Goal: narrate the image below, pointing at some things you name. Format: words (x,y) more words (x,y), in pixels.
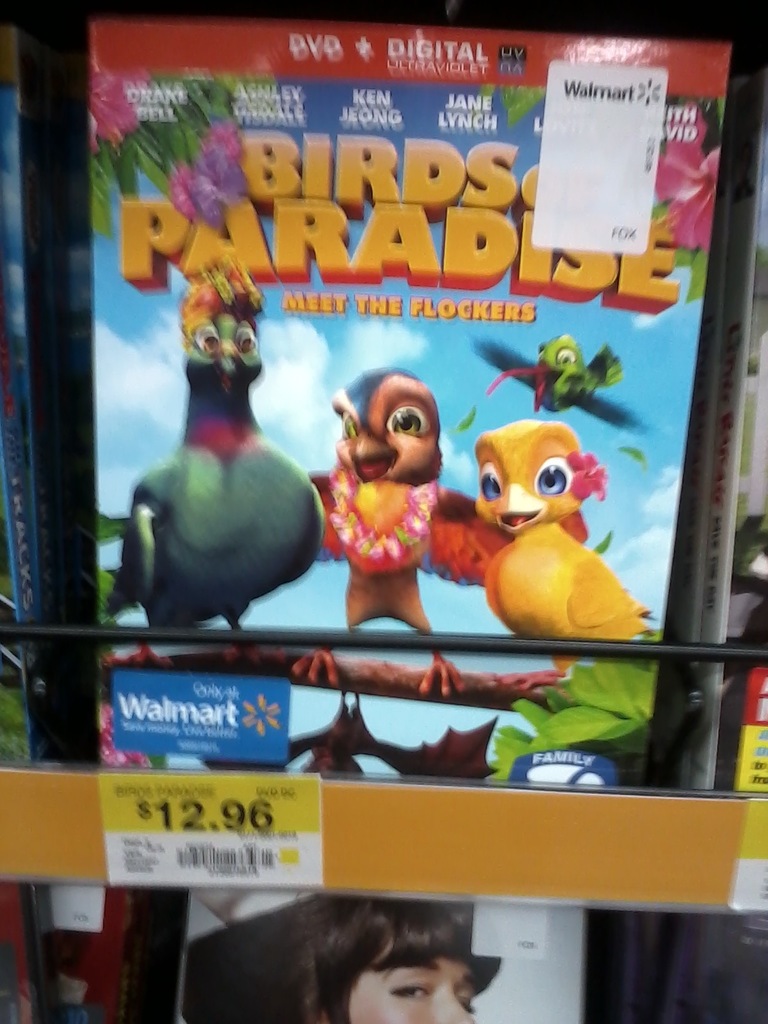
In this image we can see a DVD case (405,246) with the text (477,163) and also the birds (435,514) on the bark (515,683). We can also see the walmart stickers (185,676) and also the price (273,822) and a barcode (249,855). At the bottom (384,945) we can see the other DVD case (307,933) with a woman (426,962).
